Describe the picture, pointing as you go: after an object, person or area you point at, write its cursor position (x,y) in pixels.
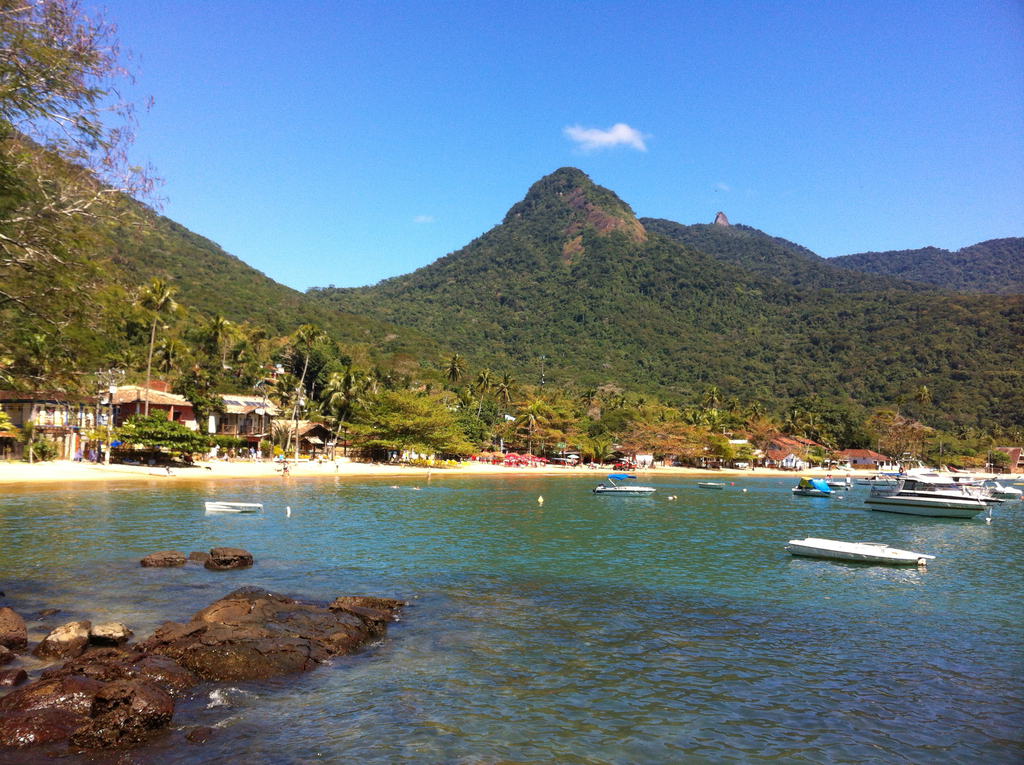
In this image we can see the sky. There are many buildings (311,437) in the image There are many trees (198,434) in the image. There are many watercraft (895,488) in the image. We can see the sea (758,685) in the image. There is a beach (242,467) in the image.
